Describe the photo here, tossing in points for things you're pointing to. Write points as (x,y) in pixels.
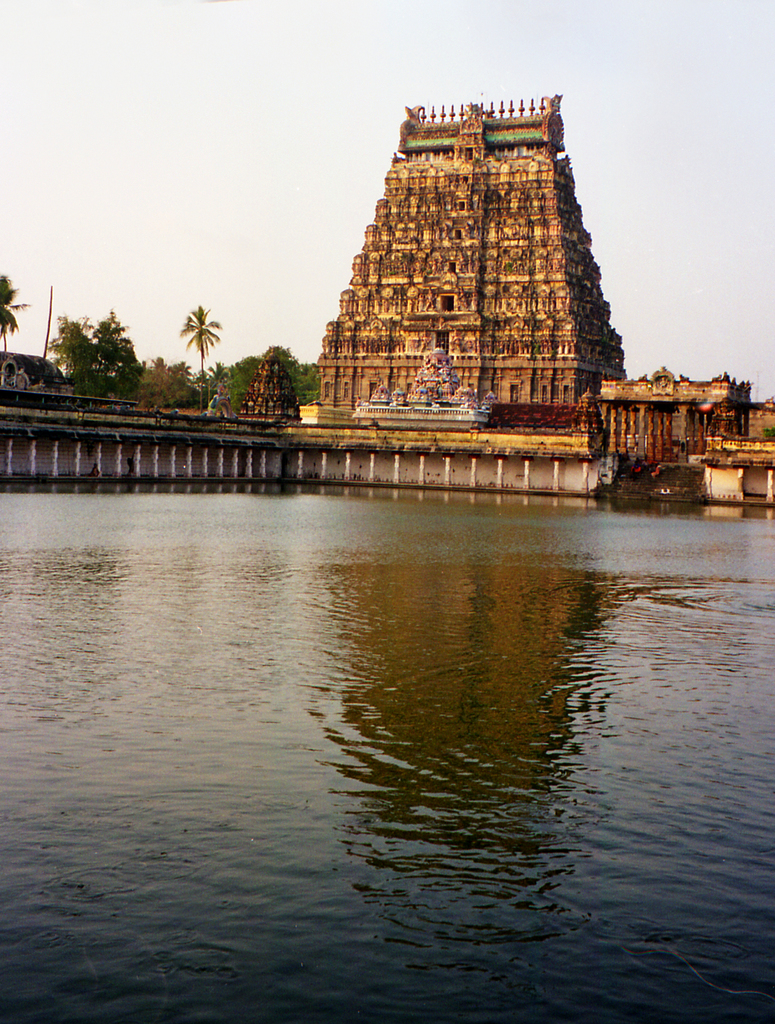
In this image we can see a temple (330,398) there are some trees (158,385) and in the background of the image (265,129) there is clear sky (392,74) and in the foreground of the image (373,826) there is water (261,853).
